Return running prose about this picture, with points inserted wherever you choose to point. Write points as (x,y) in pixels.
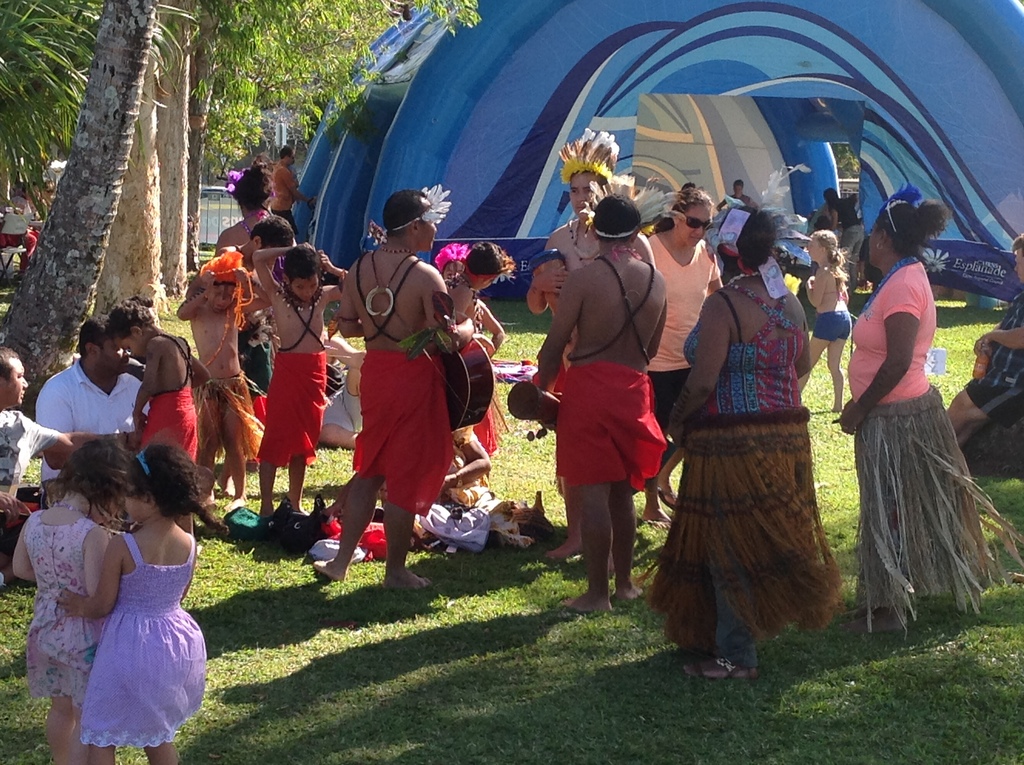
In this image we can see some persons (647,394) standing on the grass (420,566) and some persons (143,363) sitting on the grass (279,600). In the background (552,64) we can see tent (419,106), iron grill (211,210) and trees (104,164).
